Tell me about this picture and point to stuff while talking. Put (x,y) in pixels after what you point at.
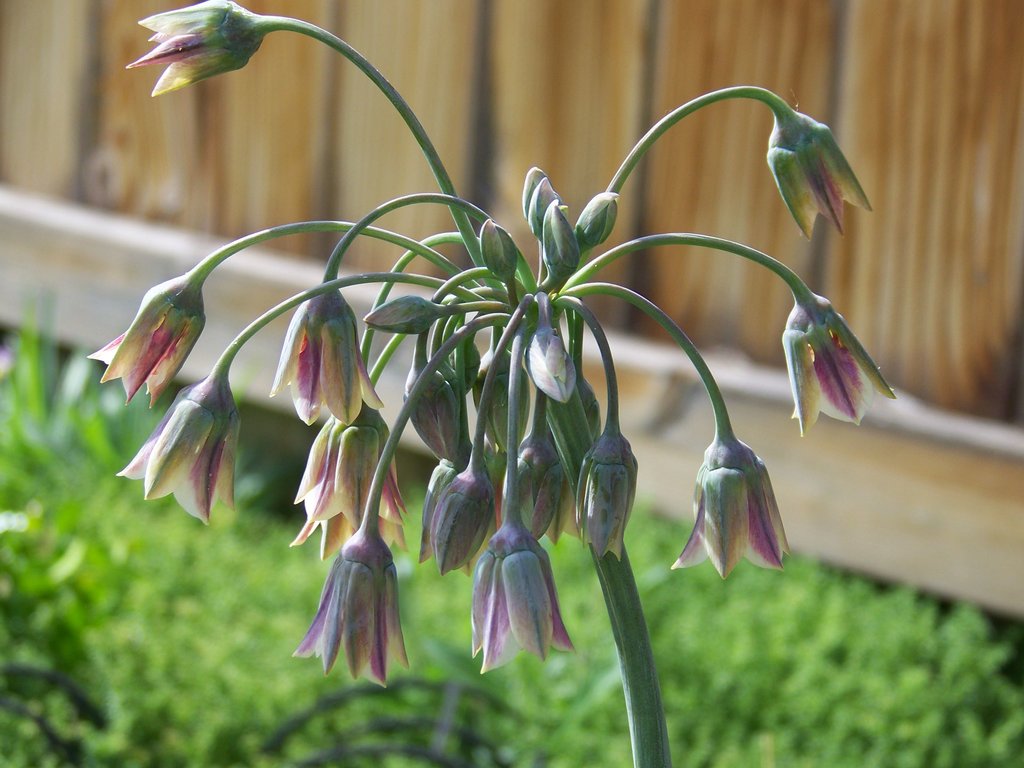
In this picture we can see a plant (599,489), flowers (591,505), buds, and grass (124,753). In the background (914,361) we can see a wooden wall (902,102).
